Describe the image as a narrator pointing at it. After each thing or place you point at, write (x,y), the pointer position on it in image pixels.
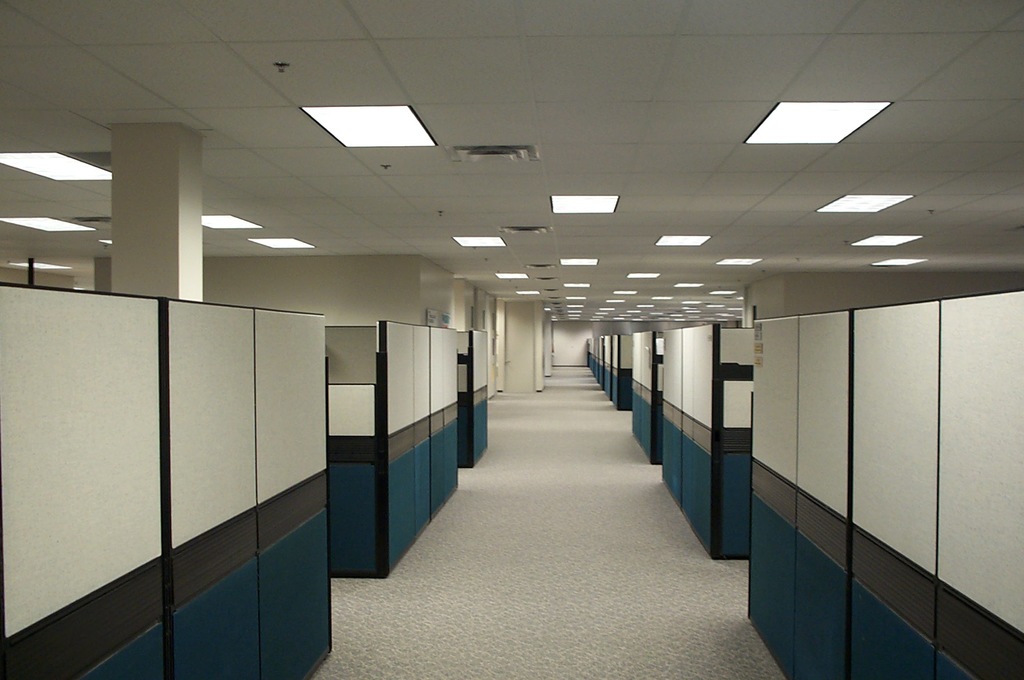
In this picture I can see inner view of a building (524,411) and I can see few cabins (303,415) and lights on the ceiling (557,172), it looks like a office (557,172).
